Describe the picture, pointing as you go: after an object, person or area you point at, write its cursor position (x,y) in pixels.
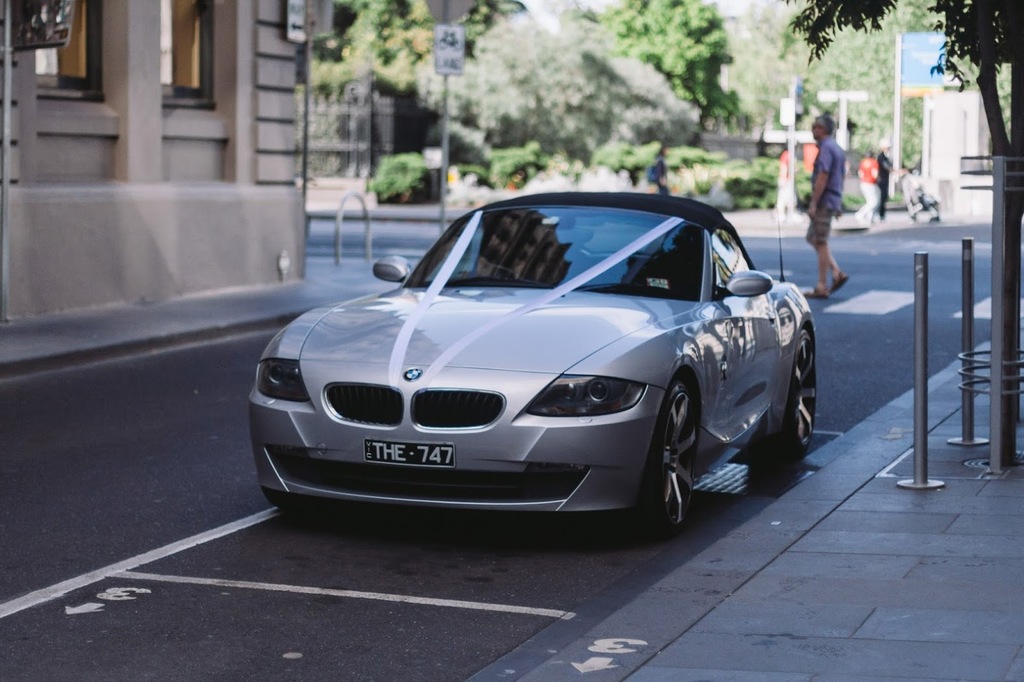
In this picture I can observe a car (436,323) parked on the side of the road (314,533) in the middle of this picture (584,368). On the left side (139,173) I can observe a building (187,165). In the background (427,98) there are trees (531,59). On the right side (827,129) I can observe a person (817,208) on the road (834,308).
